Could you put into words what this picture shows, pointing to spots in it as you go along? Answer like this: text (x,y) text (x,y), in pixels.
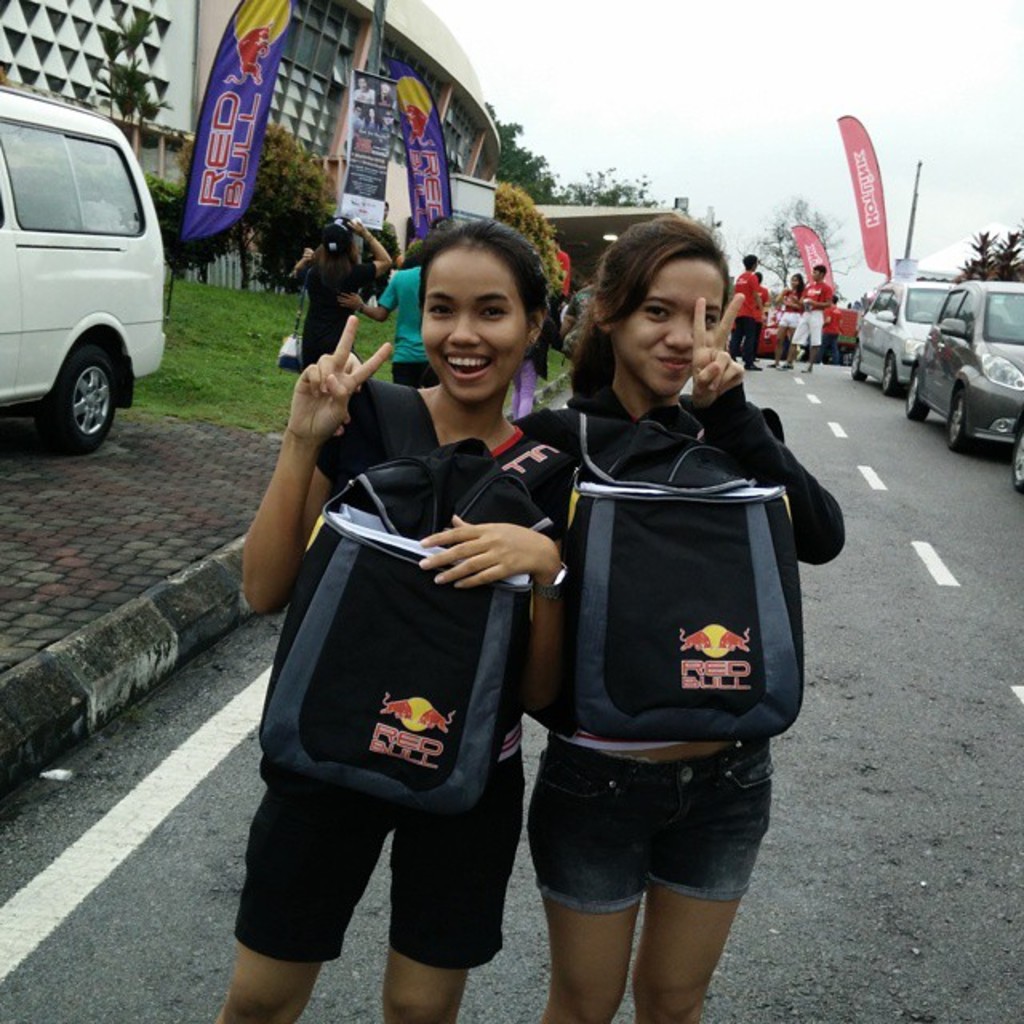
There are two women (483,406) standing and smiling and carrying bags (290,690). We can see grass (254,312), vehicles (887,295), road (1008,685) and people (751,269). In the background (774,279) we can see building (325,103), banners (875,236), pole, trees (615,201) and sky (759,85).
